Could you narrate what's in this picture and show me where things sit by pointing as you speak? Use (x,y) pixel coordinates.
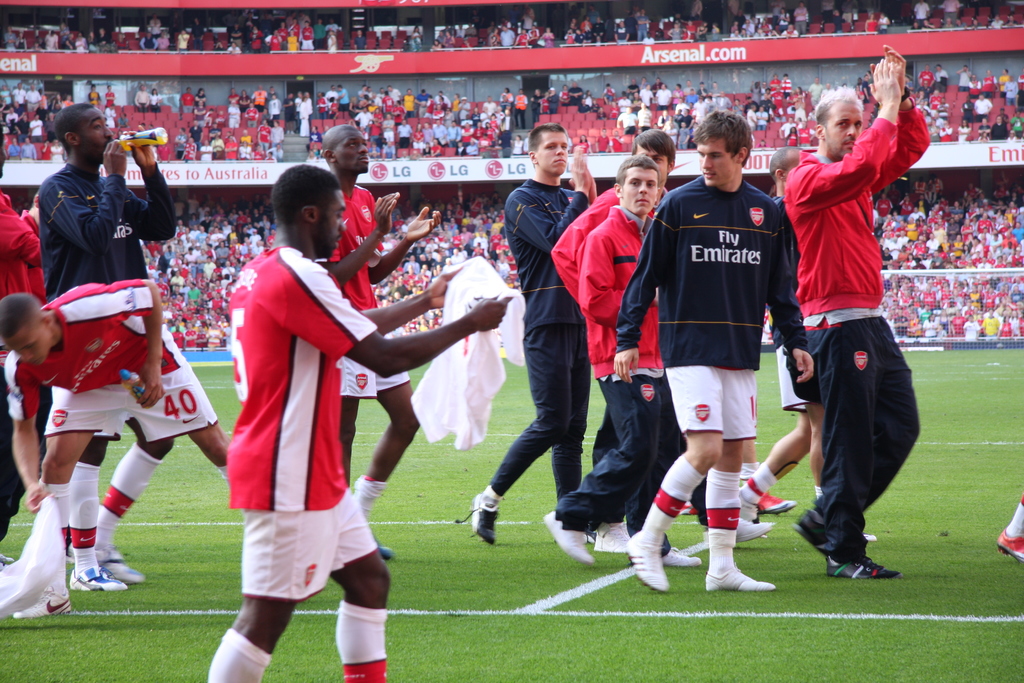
In this picture there is a group of players (584,180) walking in the football field (533,476) holding a white color t-shirt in the hand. Behind there are many audience (147,262) sitting in the stadium (742,71).
